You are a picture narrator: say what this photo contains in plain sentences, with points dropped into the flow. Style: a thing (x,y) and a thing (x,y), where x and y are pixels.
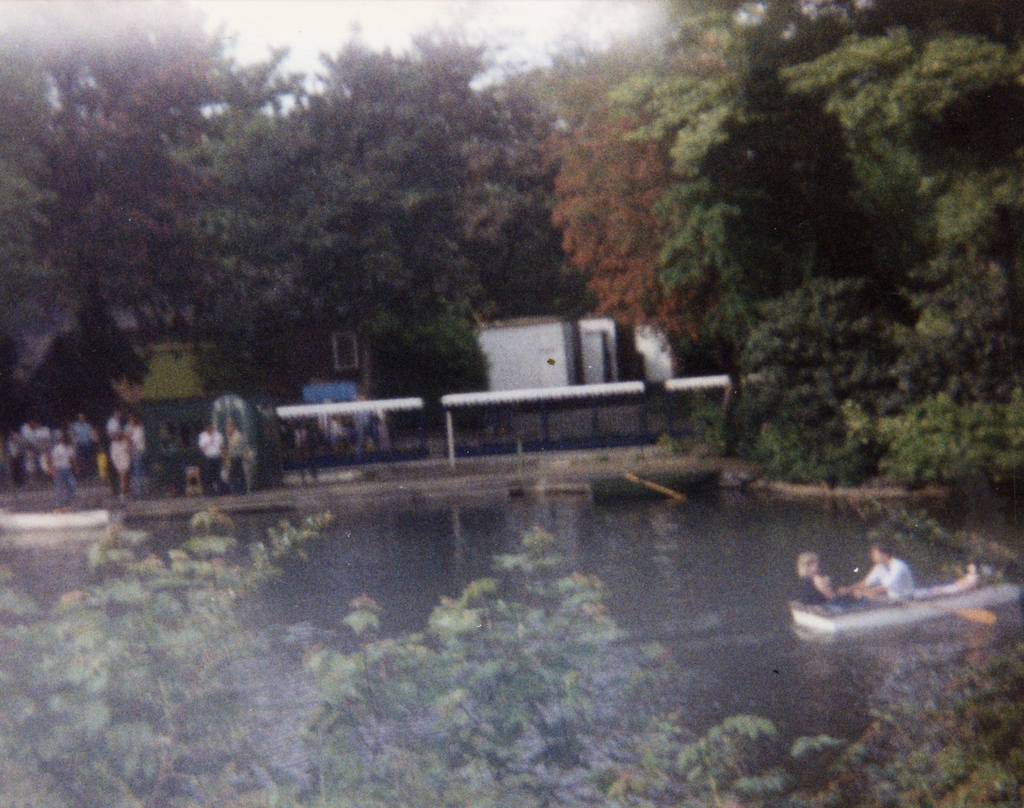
In this image we can see a boat (821,622) on the water (777,633). There are two persons (881,568) sitting in the boat (920,597). And one person (891,583) is holding paddle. There are trees (157,701). In the back (62,457) we can see few people (309,447). Also there are buildings (561,337). And there is a shed (466,406).
